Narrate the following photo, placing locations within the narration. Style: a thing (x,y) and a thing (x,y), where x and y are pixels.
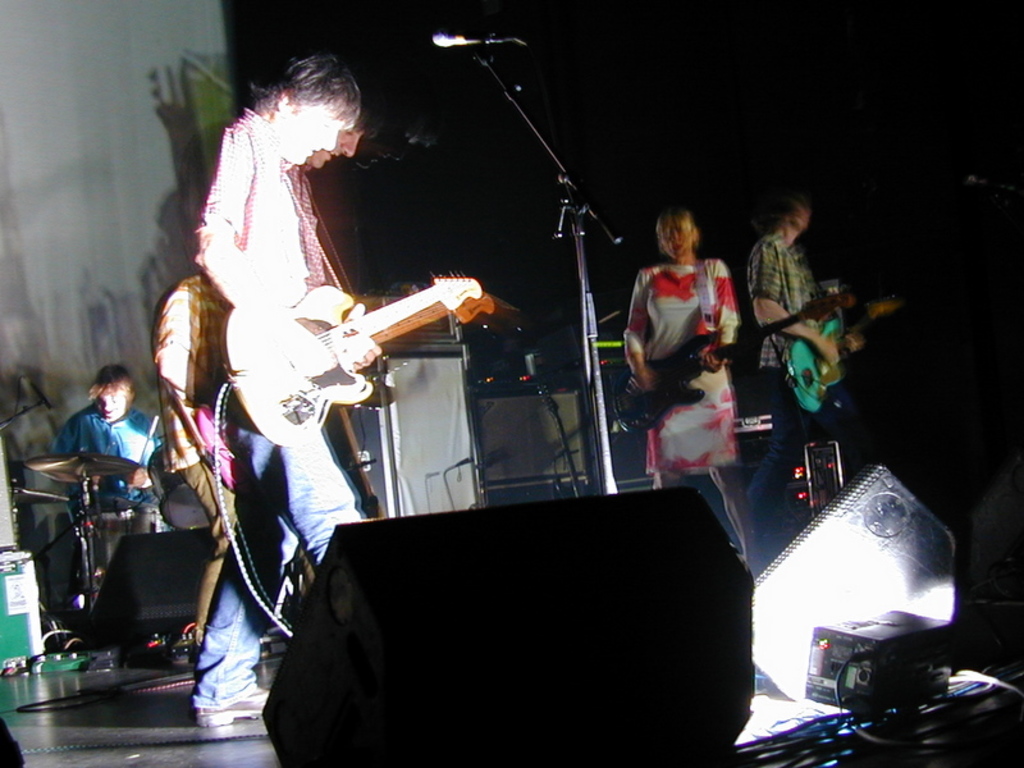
The person (251,258) wearing red shirt (249,251) holding a guitar (329,308) in his hand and there is a mike (545,140) and a white light (813,606) in front of him, The person (669,344) wearing a white and red dress (677,331) having a guitar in their hands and the person (127,423) wearing blue dress (119,426) playing drums (87,456).
